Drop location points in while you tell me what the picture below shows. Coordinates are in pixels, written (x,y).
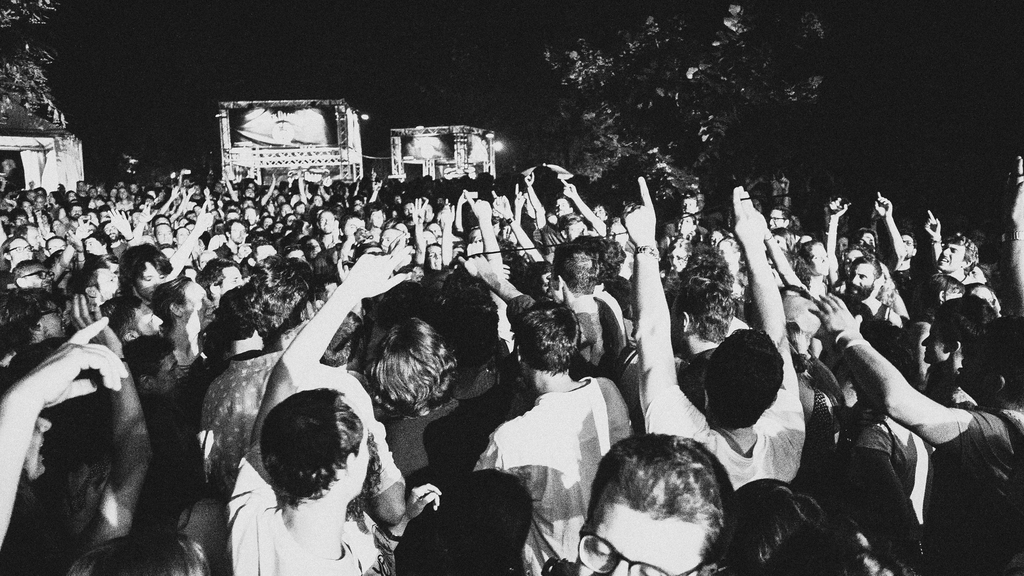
This is a black and white image, in this image there are group of people (349,334) who are standing. And in the background (265,130) there are trees (598,133) and objects (281,140), and also we could see some lights (420,127).
